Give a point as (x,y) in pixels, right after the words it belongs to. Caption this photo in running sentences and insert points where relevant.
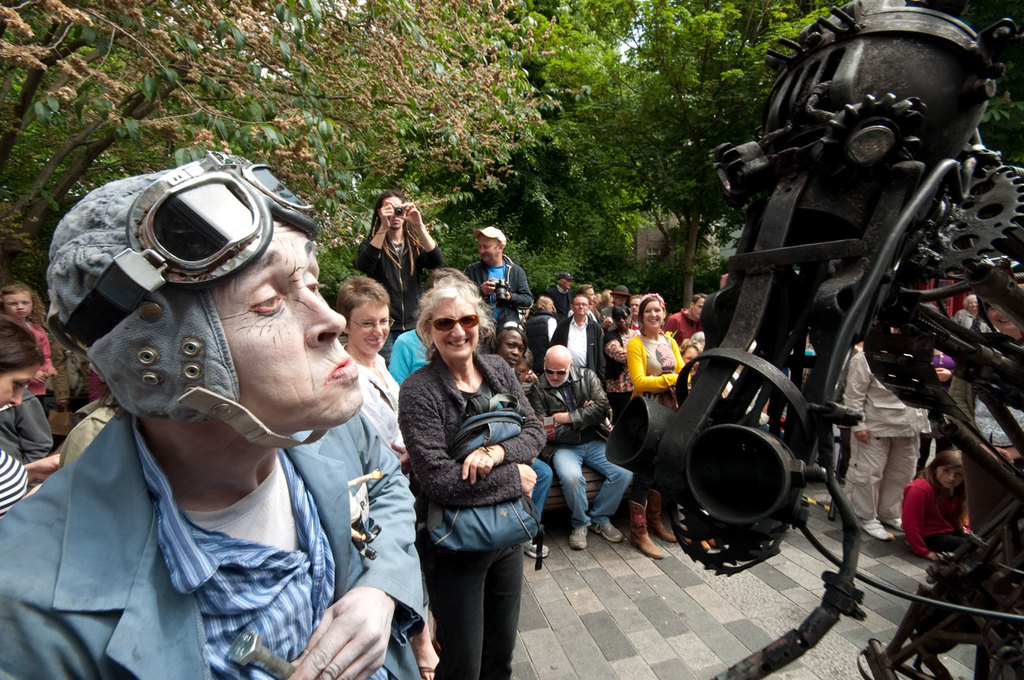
This image is taken outdoors. In the background (108,171) there are many trees (430,183) and plants (692,198). On the right side of the image (979,237) there is an architecture (759,536) made with metal (928,368). On the left side of the image (194,536) there is a man (278,633) with a weird face (259,383). In the middle of the image (534,349) there are many people (553,367) a few are sitting and a few are standing. A woman (426,231) is clicking pictures with a camera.
